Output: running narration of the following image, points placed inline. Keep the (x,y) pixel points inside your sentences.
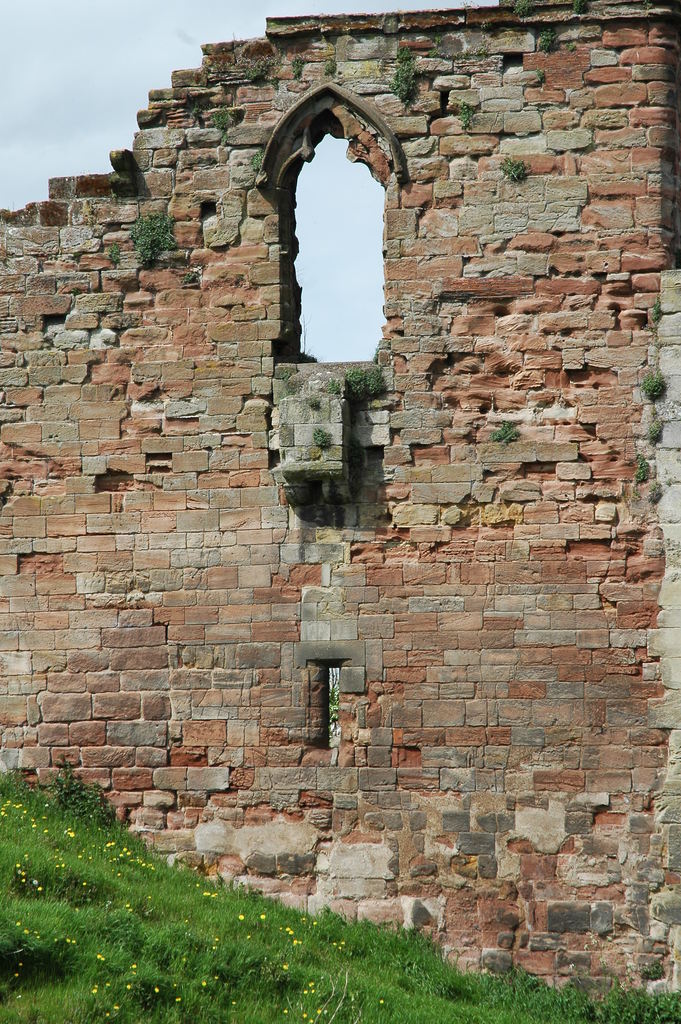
In the picture I can see the grass (207,963) and a brick wall (240,693). In the background (304,213) I can see the sky (341,226).
